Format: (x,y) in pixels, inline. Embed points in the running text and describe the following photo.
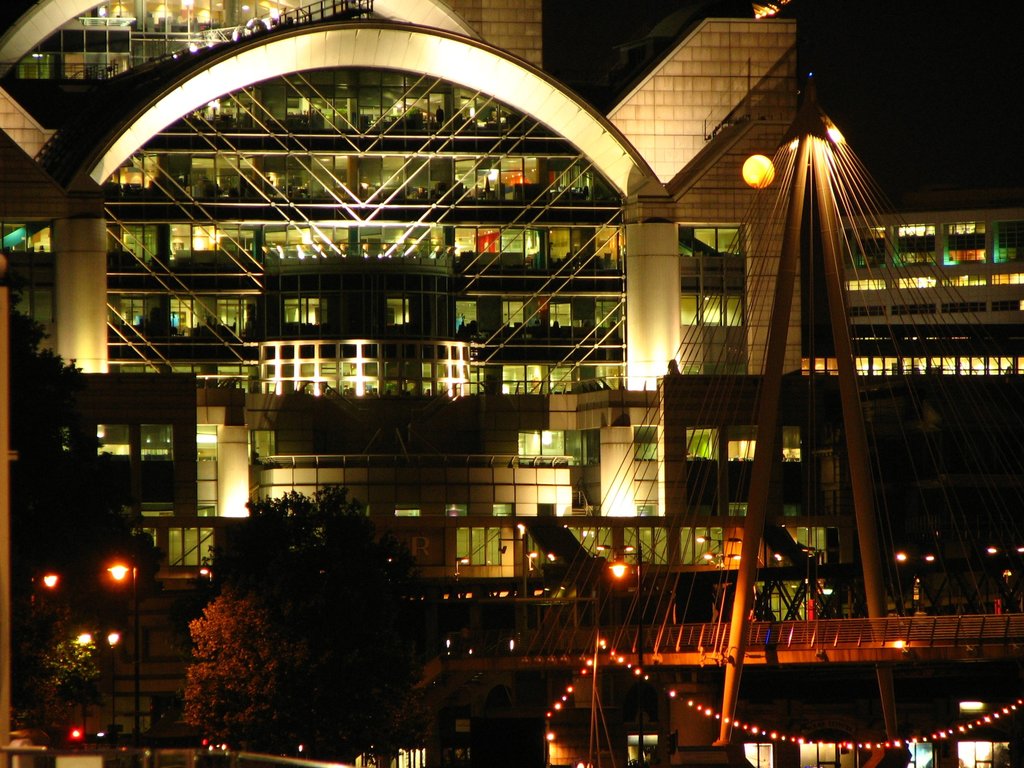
In this image we can see a building (307,447). On the building (294,457) we can see glass windows (591,543) and inside the building (520,357) we can see the lights (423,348). In front of the building (47,270) we can see a bridge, trees (234,635) and poles (594,702) with lights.
